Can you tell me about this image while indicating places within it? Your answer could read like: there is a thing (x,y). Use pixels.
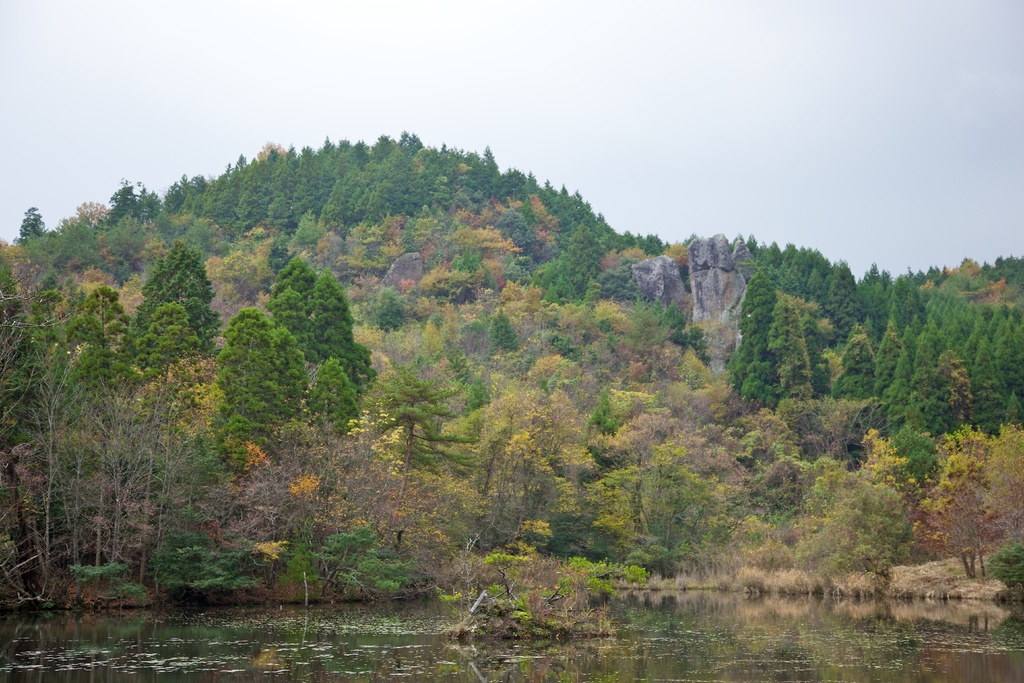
In this image we can see hills (471,298), trees (236,429), plants (829,581), water (828,601) and sky (239,106).
